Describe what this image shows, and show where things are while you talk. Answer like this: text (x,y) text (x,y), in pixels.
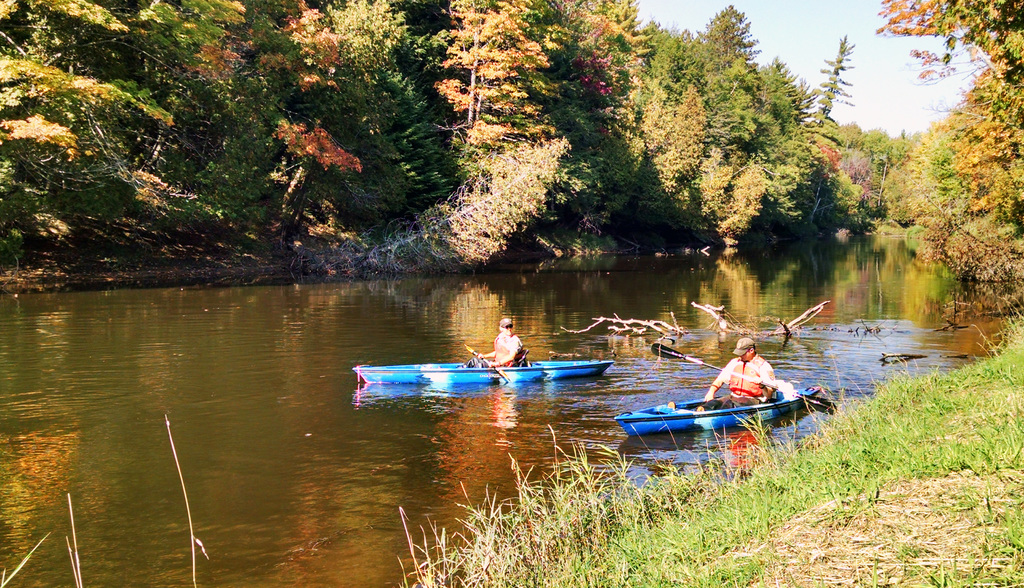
In this image we can see two people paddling kayaks (647,418) holding the paddles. We can also see some grass (665,483), water (338,459), a group of trees (560,159) and the sky (642,26) which looks clear.
